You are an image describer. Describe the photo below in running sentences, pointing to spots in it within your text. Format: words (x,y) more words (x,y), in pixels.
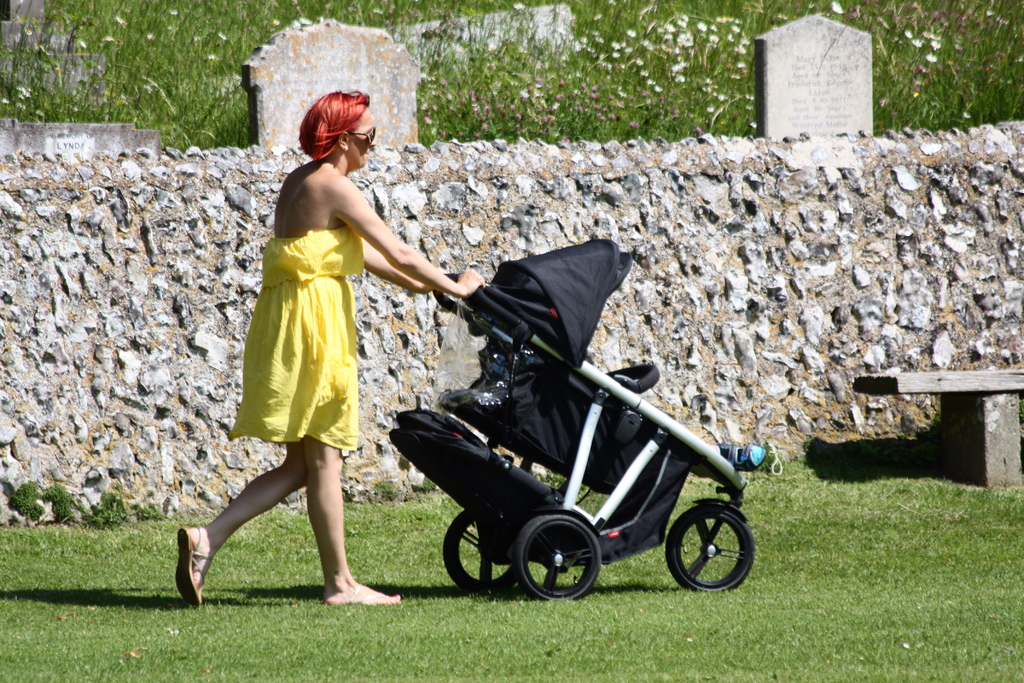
In the center of the image (358,252) there is a lady (205,547) walking holding a baby trolley (579,473). At the bottom of the image (504,634) there is grass (737,645). In the background of the image (587,206) there is a stone wall (73,188). There are plants (575,73). To the right side of the image (952,382) there is a bench (957,460).
